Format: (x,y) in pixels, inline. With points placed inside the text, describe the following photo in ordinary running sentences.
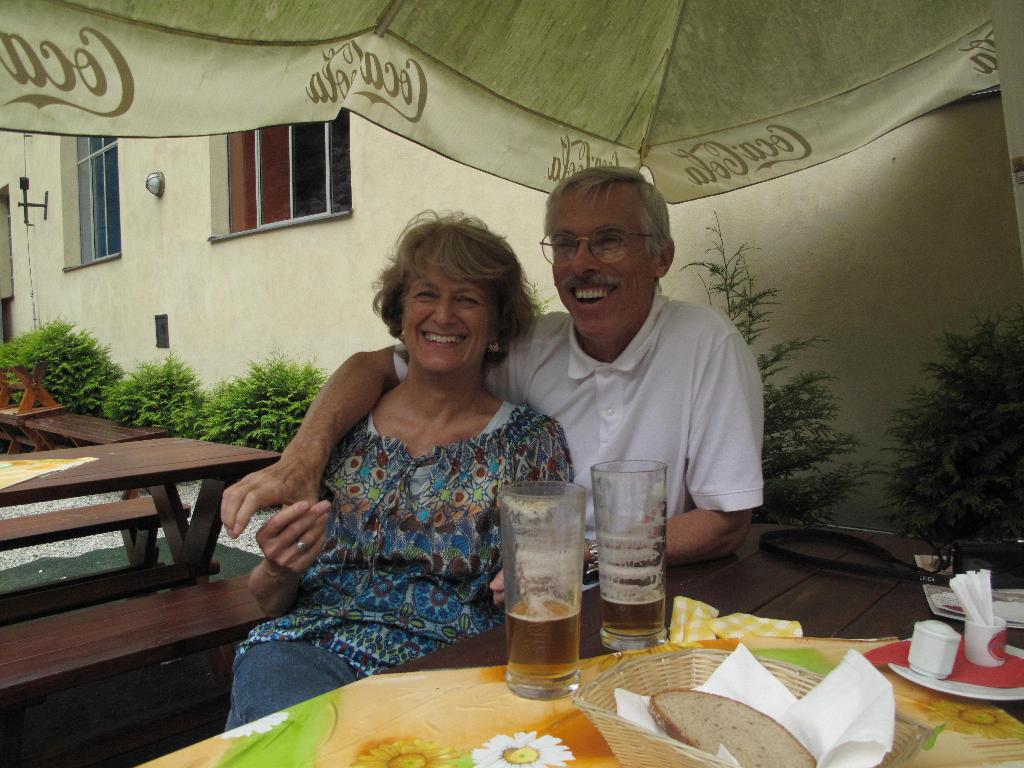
In this image there are two person (314,544) sitting on the bench (177,628). On the table (450,693) there are glasses (527,568), food (731,715), tissue (678,620) and a bowl (688,671). At the back side (221,248) there is a building (193,223).
